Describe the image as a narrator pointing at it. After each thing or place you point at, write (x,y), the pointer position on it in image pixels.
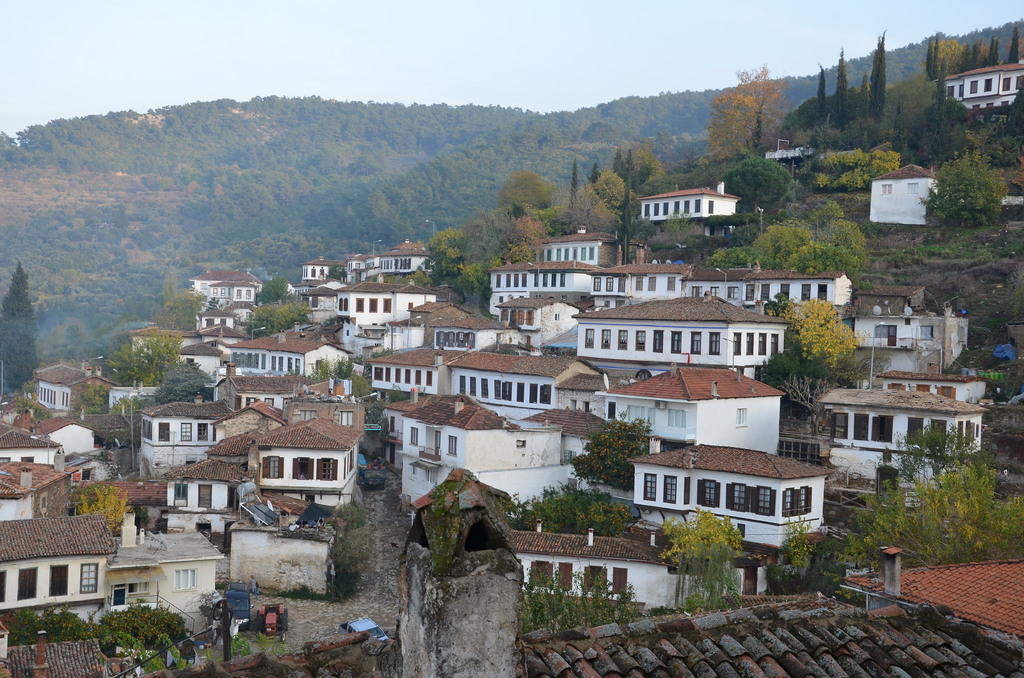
In this picture we can see buildings (306,580), trees (808,409) and poles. In the background of the image (324,95) we can see hill (627,101) and sky (578,62).
